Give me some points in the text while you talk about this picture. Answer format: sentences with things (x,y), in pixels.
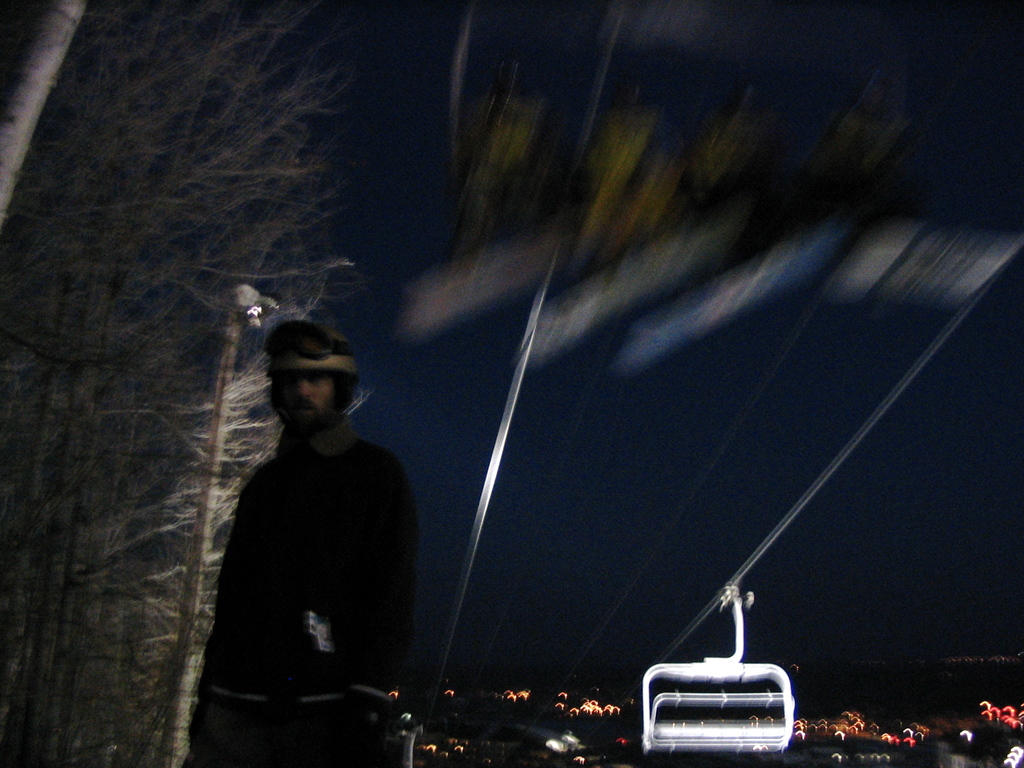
In this image in the foreground (270,552) there is one person (289,589) who is standing, and there is one cable car (721,661) and wires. In the background (909,693) there are some buildings (955,724), lights (981,713) and trees (182,368) and poles (218,408).
